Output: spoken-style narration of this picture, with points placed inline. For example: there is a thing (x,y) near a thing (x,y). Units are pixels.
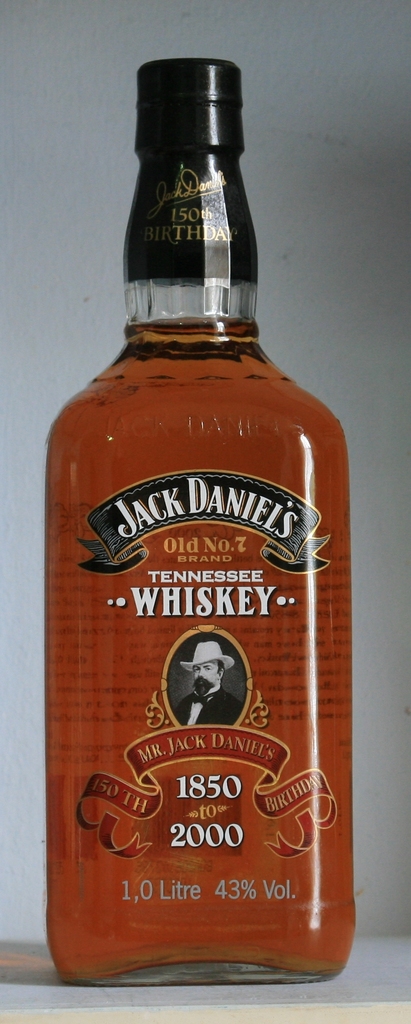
In this Image I see a bottle (190,451) on which there are few words (221,543) written on it and I see a man picture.
